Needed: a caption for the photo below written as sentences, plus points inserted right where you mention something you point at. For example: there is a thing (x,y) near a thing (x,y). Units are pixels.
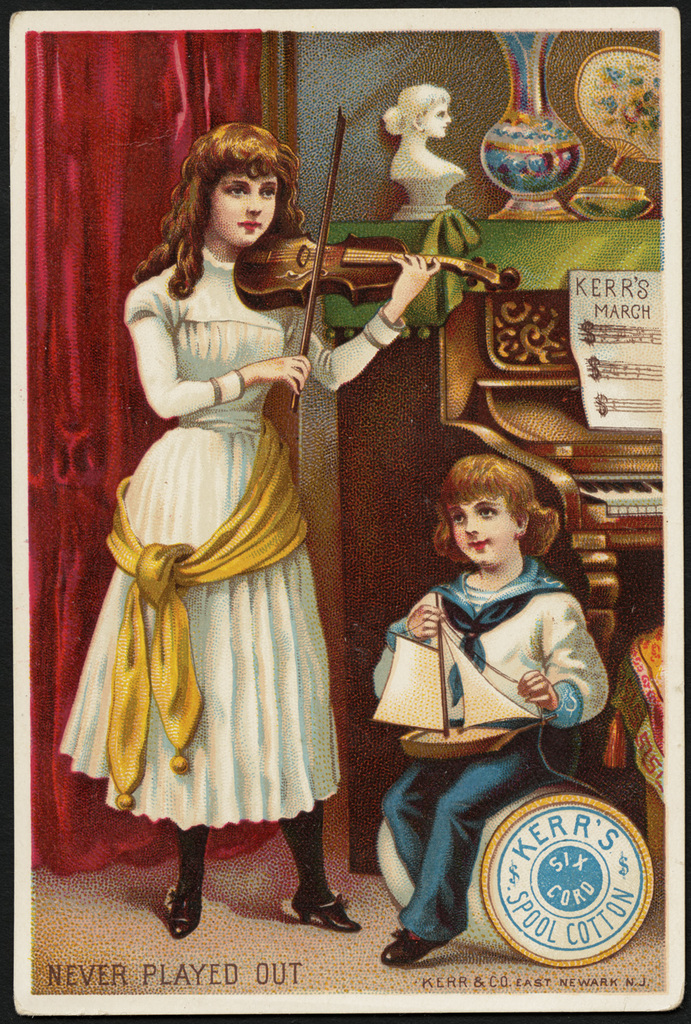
In this image it looks like it is a painting. In the painting there is a girl (225,497) in the middle (258,432) who is playing the violin (306,271). Beside her there is a child (456,610) who is sitting by holding the ship (429,725). On the right side (593,477) there is a keyboard (629,477). On the right side (538,119) top corner there is a flower vase (514,152), sculpture (423,127) and a hand fan (593,135). On the left side (90,170) there is a curtain (60,158) in the background (96,156).
